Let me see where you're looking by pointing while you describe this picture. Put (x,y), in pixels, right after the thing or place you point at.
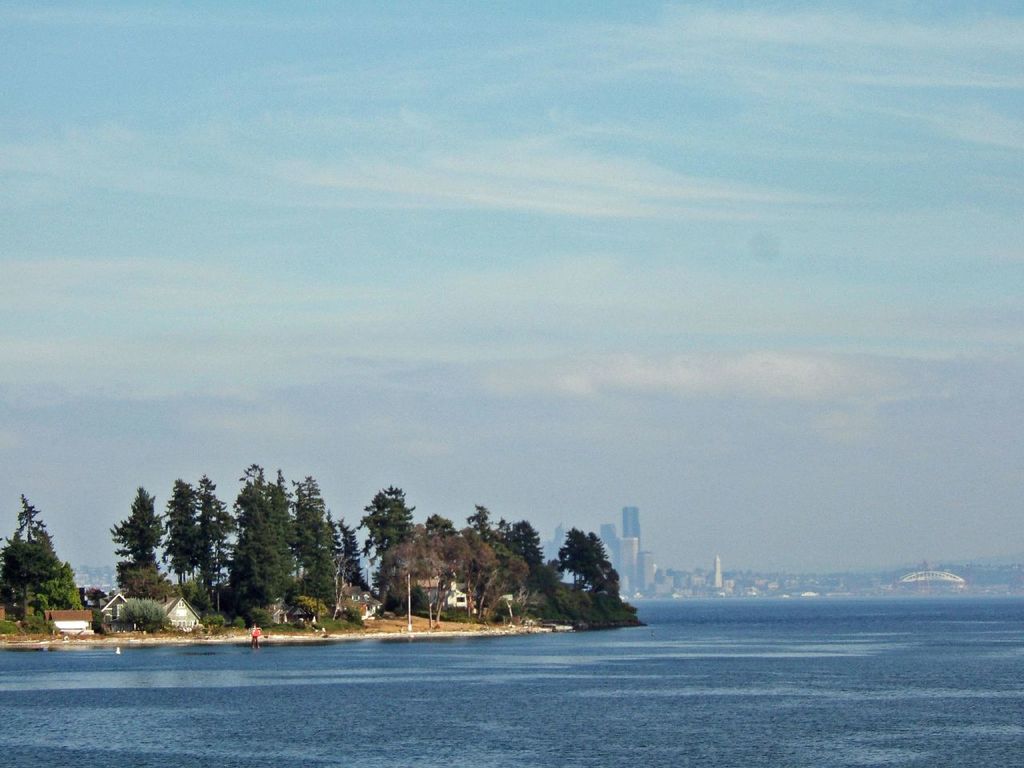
In this picture I can see trees (303,604), buildings (120,607) and looks like a human (253,637) and I can see blue cloudy sky (521,170).
